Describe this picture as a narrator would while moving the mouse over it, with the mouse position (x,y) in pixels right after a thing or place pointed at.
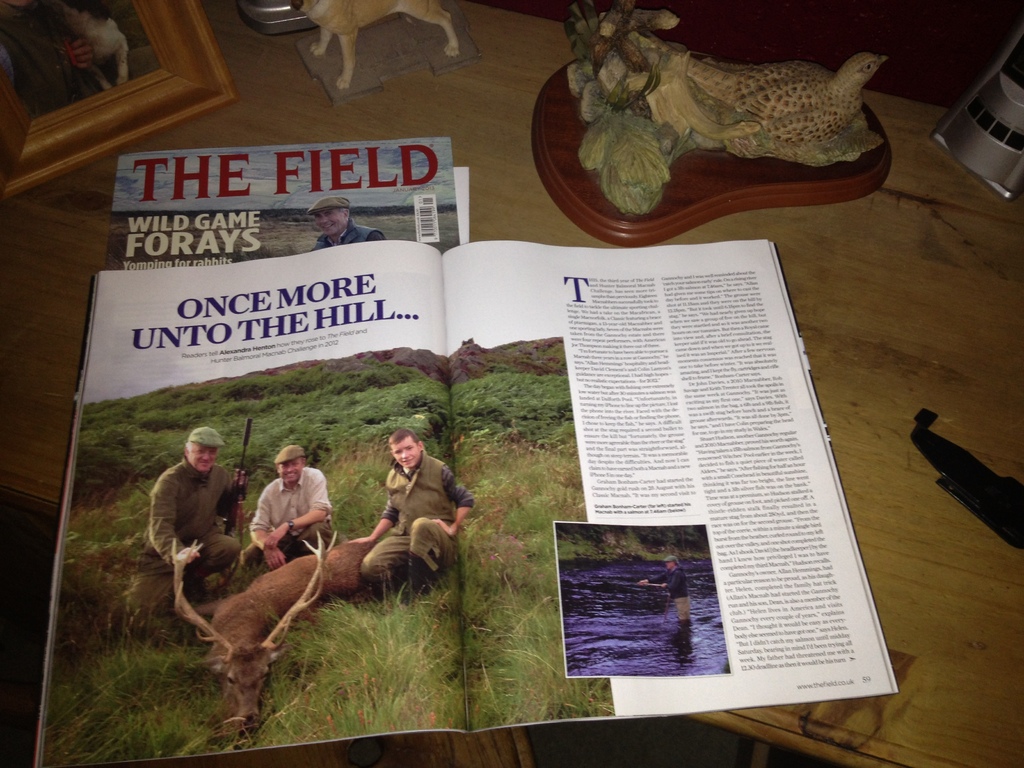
In this image, we can see an open book (483,559), magazine (268,152), photo frame (132,105) and few objects (687,230) are on the wooden table (959,607). Here we can see an article (712,457). In this image, we can see a few pictures (257,579). In these pictures (274,576), we can see people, animal (287,584), water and plants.
